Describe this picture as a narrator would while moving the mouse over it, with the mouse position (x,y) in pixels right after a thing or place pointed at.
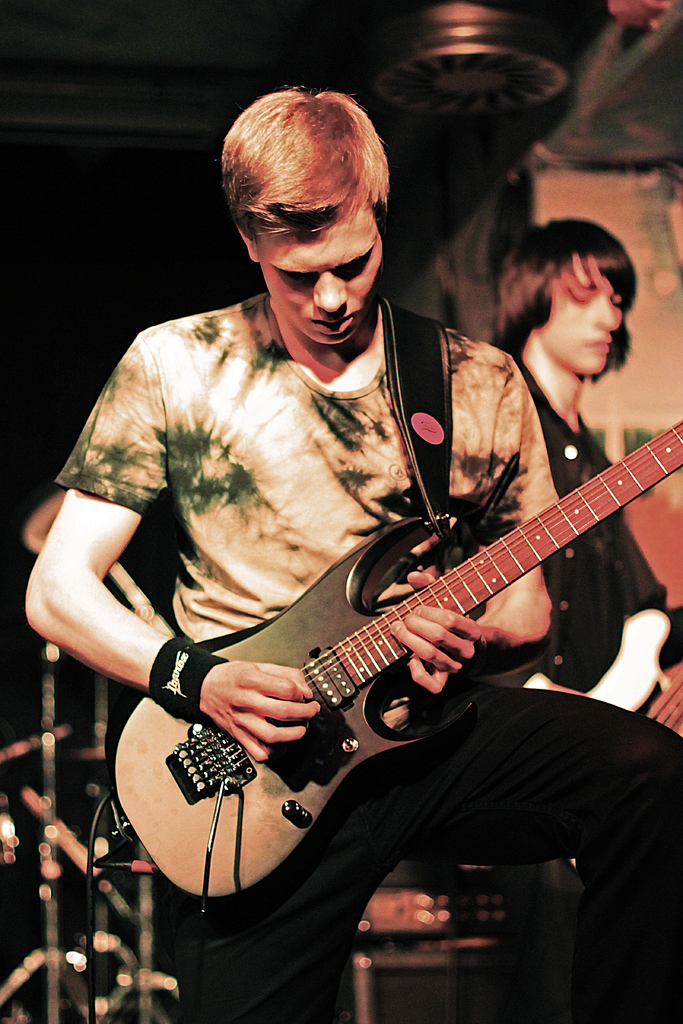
In this image there is a man (354,336) holding a guitar (201,798) in his hands (301,733) and playing it. In the background of the image (13,855) we can see a electronic drums (62,830) and a person (545,353).
